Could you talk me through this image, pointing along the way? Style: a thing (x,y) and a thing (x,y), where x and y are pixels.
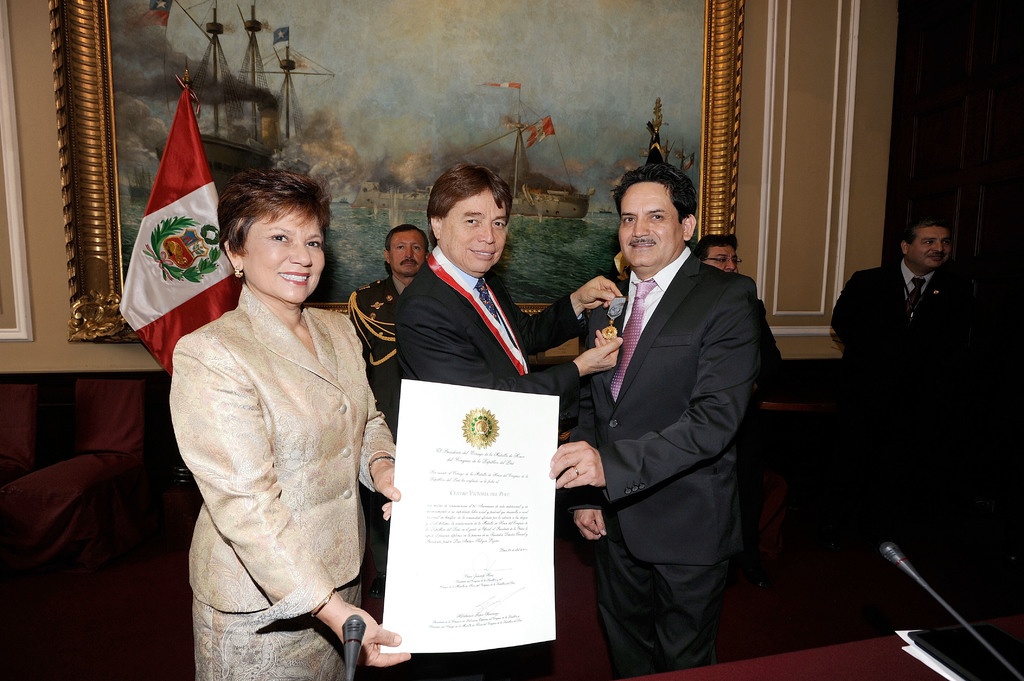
In the middle of the image (468,230) few people (748,352) are standing and holding a paper (496,642) and smiling. Behind them few people (407,284) are standing and watching. Behind them there is a wall (795,186), on the wall (794,42) there is a frame (596,38) and flag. At the bottom of the image (344,674) there is a table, on the table (1022,625) there is a book (990,672) and microphones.
